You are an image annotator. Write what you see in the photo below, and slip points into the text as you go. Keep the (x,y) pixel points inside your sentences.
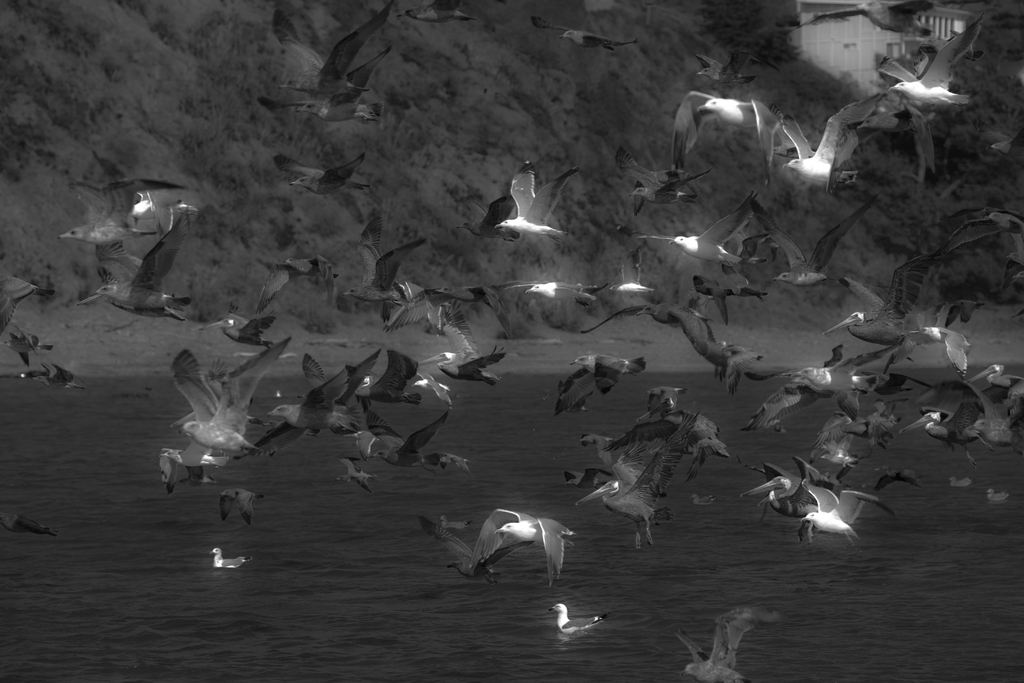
In this image we can see the black and white image and there are some birds (766,497) flying over the water (719,566) and in the background (601,208) we can see few trees (992,188) and it looks like a mountain (600,116) and there is a building (819,39) in the top right side of the image (868,28).
